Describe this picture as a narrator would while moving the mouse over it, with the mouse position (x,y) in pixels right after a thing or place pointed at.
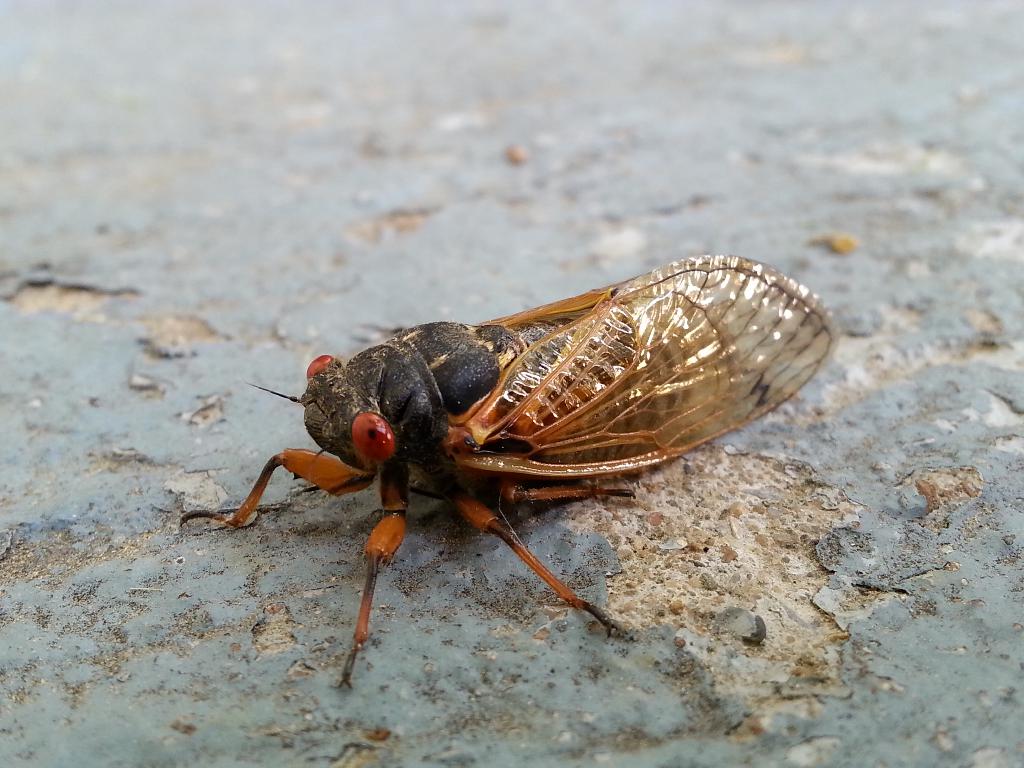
In this image we can see an insect (590,466). In the background of the image (66,201) there is a floor (180,626).
